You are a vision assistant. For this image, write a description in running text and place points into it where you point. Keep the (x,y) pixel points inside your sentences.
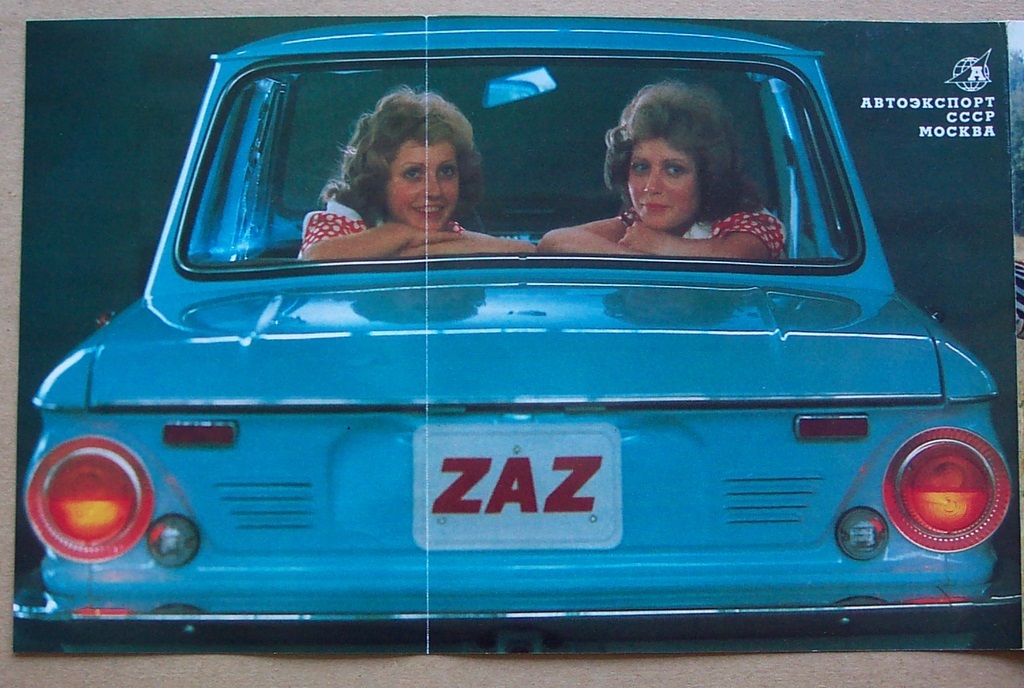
2 women (558,245) are sitting in a blue car (729,434). on the registration plate (490,516) ZAZ is written.
